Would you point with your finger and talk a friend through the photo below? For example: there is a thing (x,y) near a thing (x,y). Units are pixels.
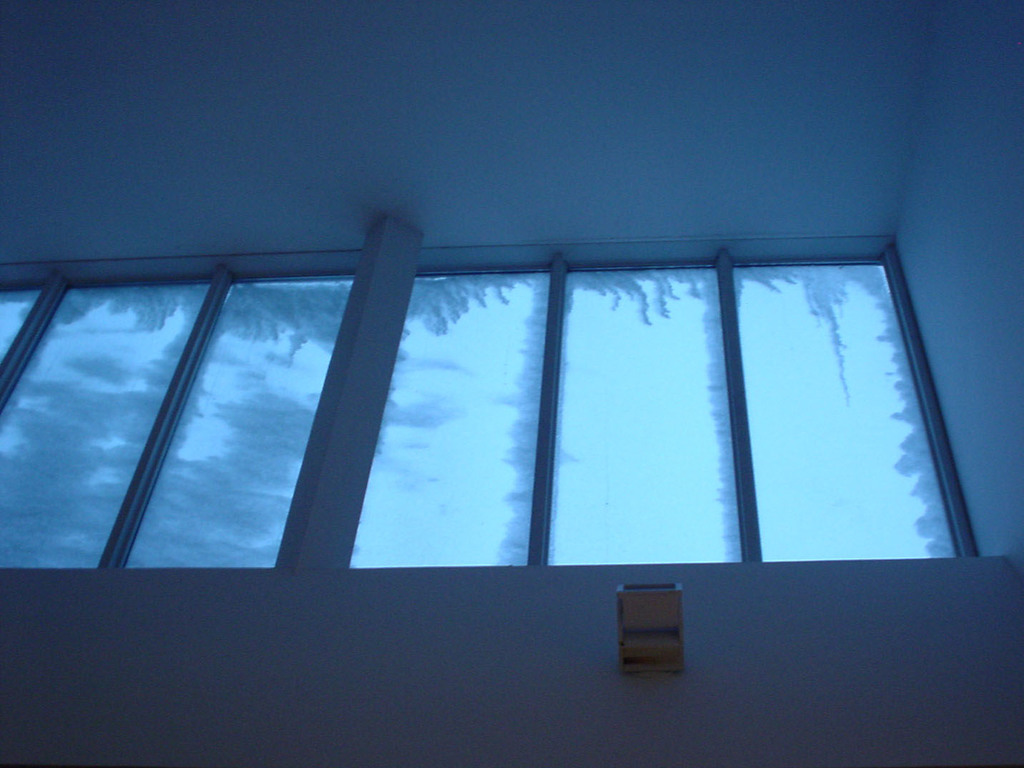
In this picture we can observe windows (411,427). We can observe glasses (606,445) here. In the background (156,660) there is a wall (203,671).
